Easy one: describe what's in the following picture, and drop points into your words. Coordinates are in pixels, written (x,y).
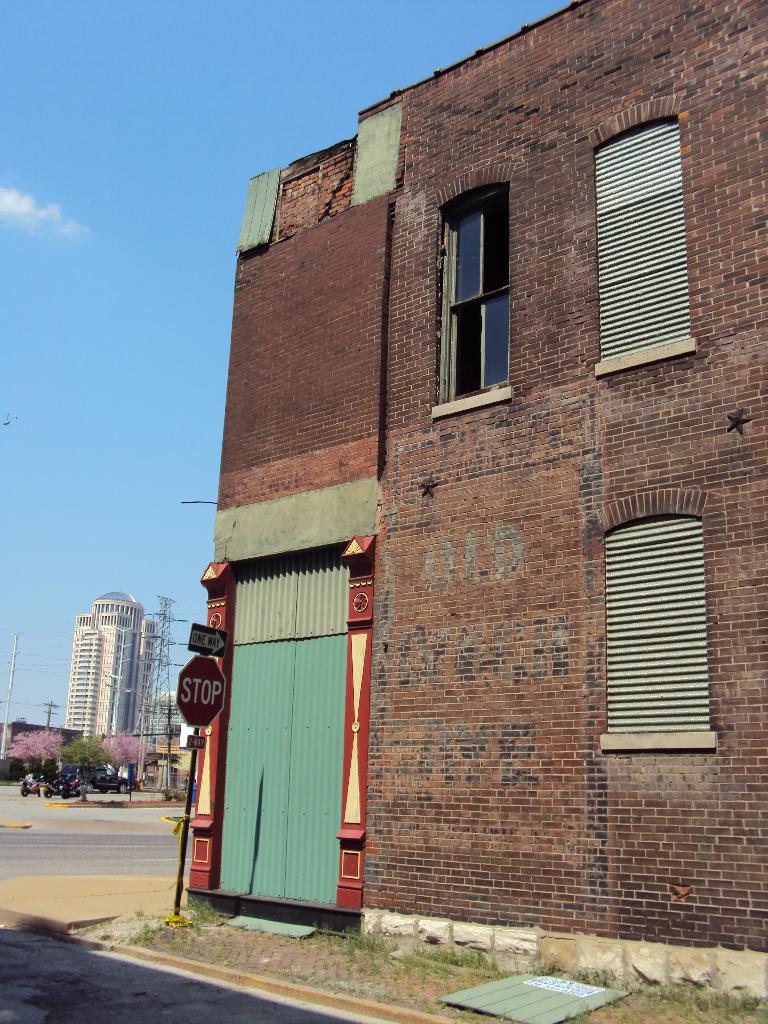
In this image I can see there is a house (588,568), on the left (196,727) there is a stop sign board (206,699). At the top (140,117) there is the sky (156,234).
